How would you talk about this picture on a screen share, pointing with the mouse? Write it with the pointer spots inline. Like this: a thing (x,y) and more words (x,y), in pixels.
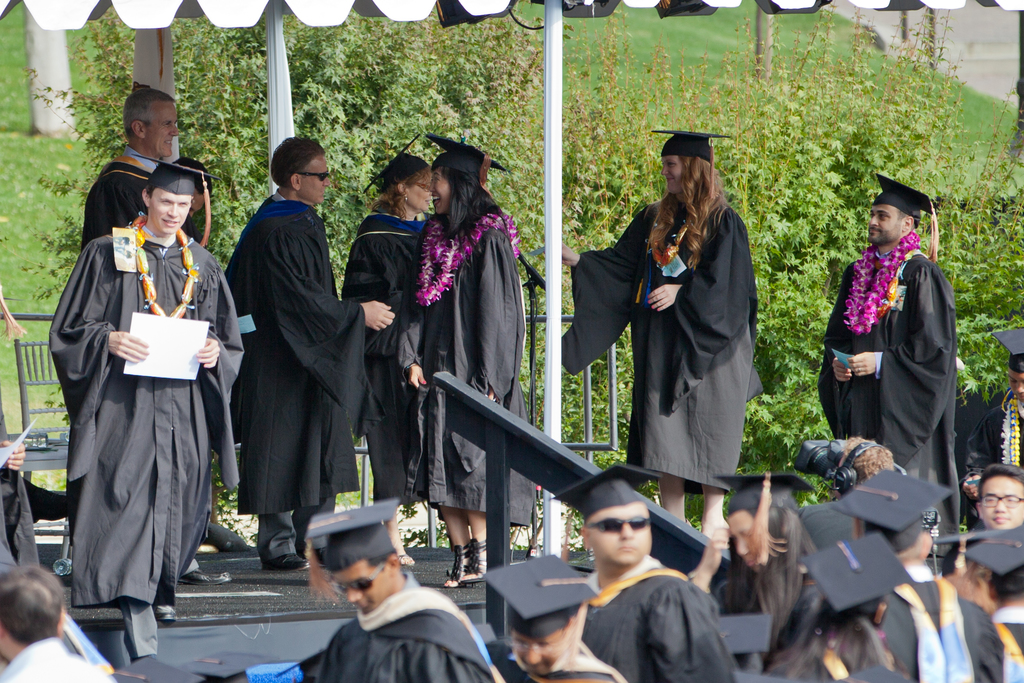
In this picture I can see there is a dais (301,617) and there are few people (21,542) standing on the dais (192,617) and they are wearing graduation dress (277,251) and the people (464,251) are holding the certificates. In the backdrop (60,222) there are plants (128,49) and trees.
